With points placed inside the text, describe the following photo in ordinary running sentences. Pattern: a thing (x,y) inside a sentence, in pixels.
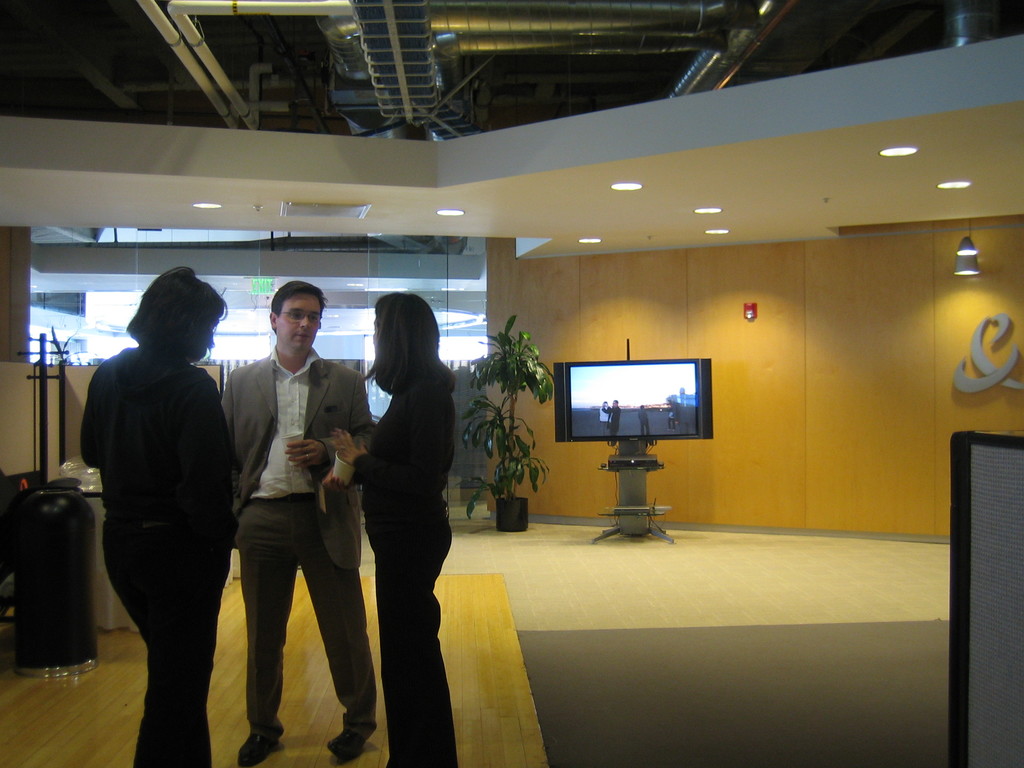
In this image we can see three people (404,696) standing. In the background of the image (241,266) there is glass (44,286). There is a plant (509,332). There is a TV (585,377). At the bottom of the image (659,710) there is carpet (723,682). At the top of the image (440,16) there is ceiling (399,157) with rods (196,6). To the left side of the image (73,510) there are some objects (75,517). To the right side of the image (1012,364) there is a text (1012,381) on the wall (829,376).
